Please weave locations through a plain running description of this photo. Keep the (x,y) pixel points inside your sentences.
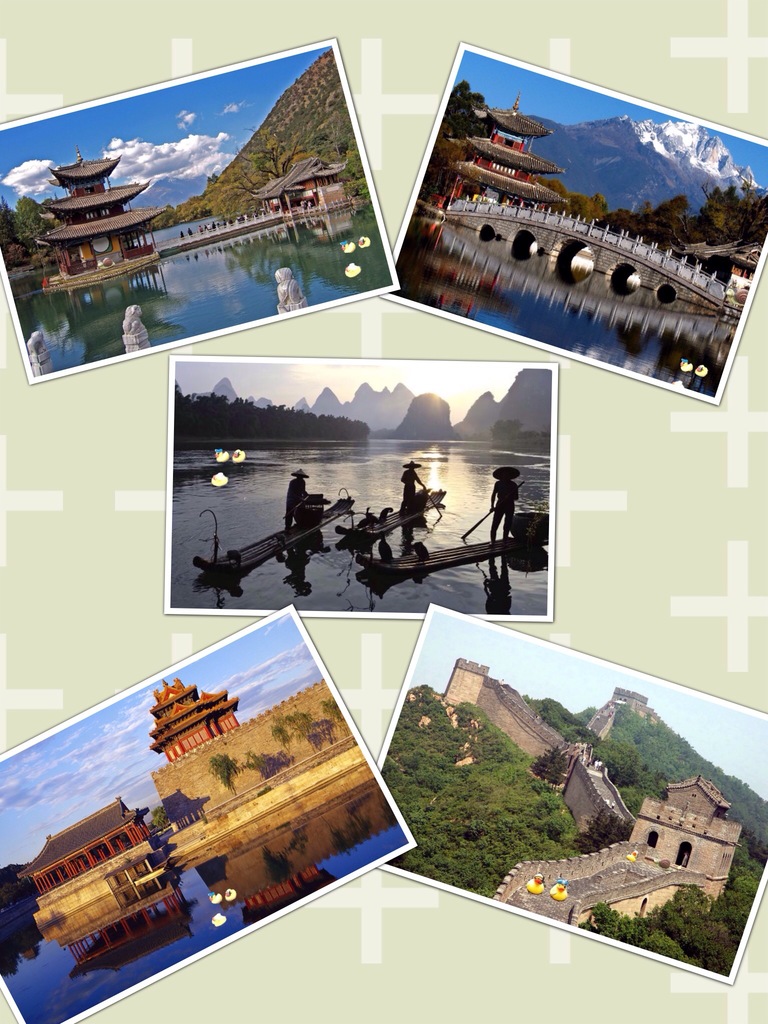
In this picture, we can see a collage image, we can see houses (493,198), bridge (513,231), water (375,486), boats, trees (556,802), and the sky (296,395) from the images.
